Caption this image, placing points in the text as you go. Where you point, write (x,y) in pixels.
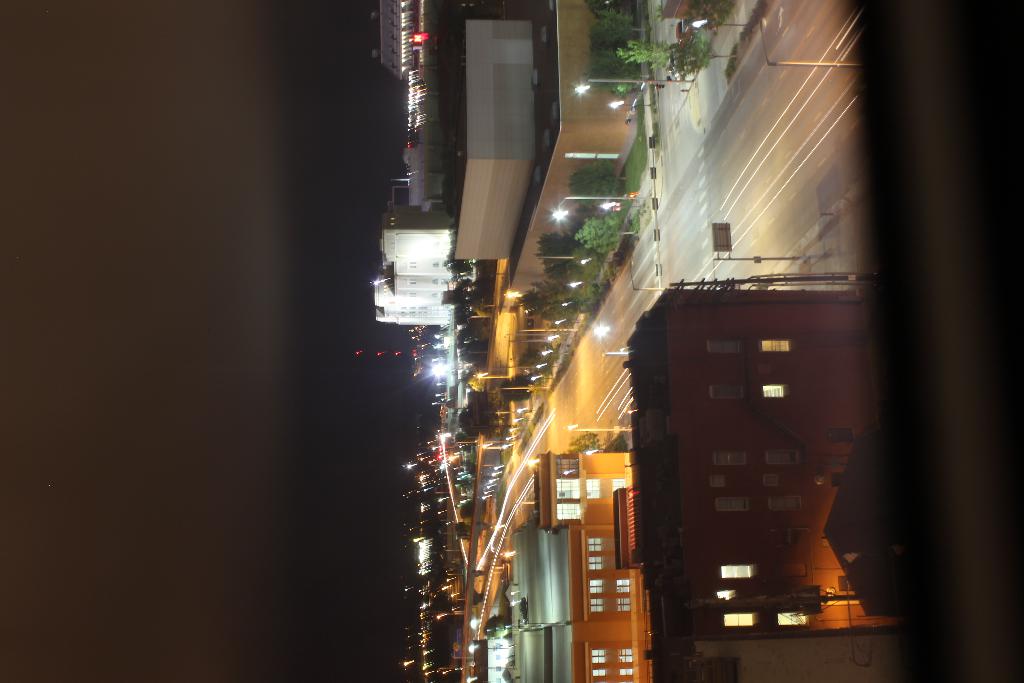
This is a street view rotated in the right angle. I can see the road (654,246) in the center of the image (585,379) and I can see buildings (586,457) and lights (616,209) and trees (595,448) on the right (704,504) and left sides of the road (748,168). On the left hand side of the image (169,318) I can see the sky (169,318).
